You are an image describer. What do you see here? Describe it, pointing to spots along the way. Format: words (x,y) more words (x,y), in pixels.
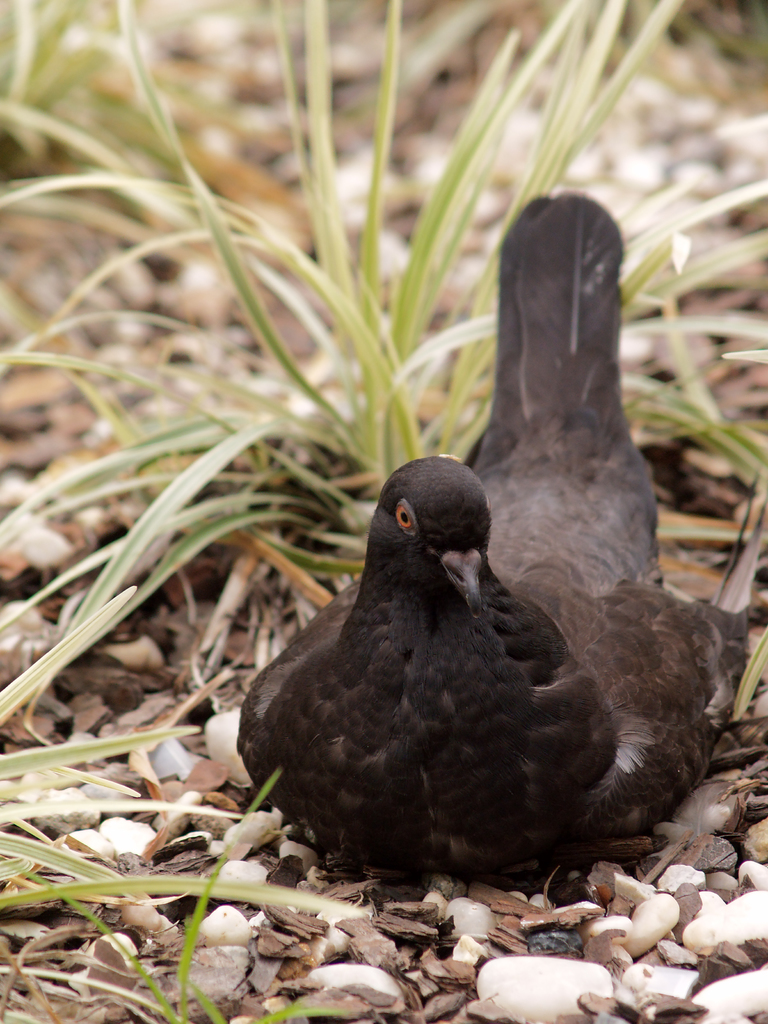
In this picture we can see a bird (492,689) on the stones (548,937). Behind the bird (545,631), there is grass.
